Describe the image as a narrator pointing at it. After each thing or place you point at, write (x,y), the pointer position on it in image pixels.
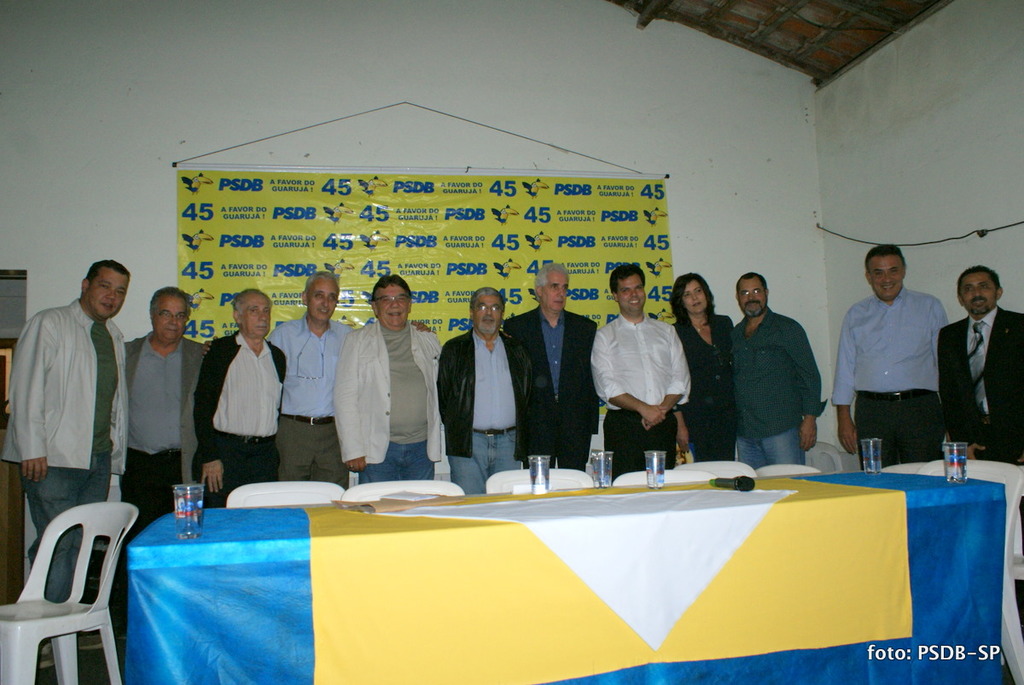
In this image, I can see a group of people (696,371) standing and smiling. There are chairs (697,471) and glasses (199,502) placed on a table (836,521), which is covered with a cloth (567,583). In the background (206,236), I can see a banner (483,214) hanging to the wall (507,144). At the bottom right side of the image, there is a watermark (965,646).
